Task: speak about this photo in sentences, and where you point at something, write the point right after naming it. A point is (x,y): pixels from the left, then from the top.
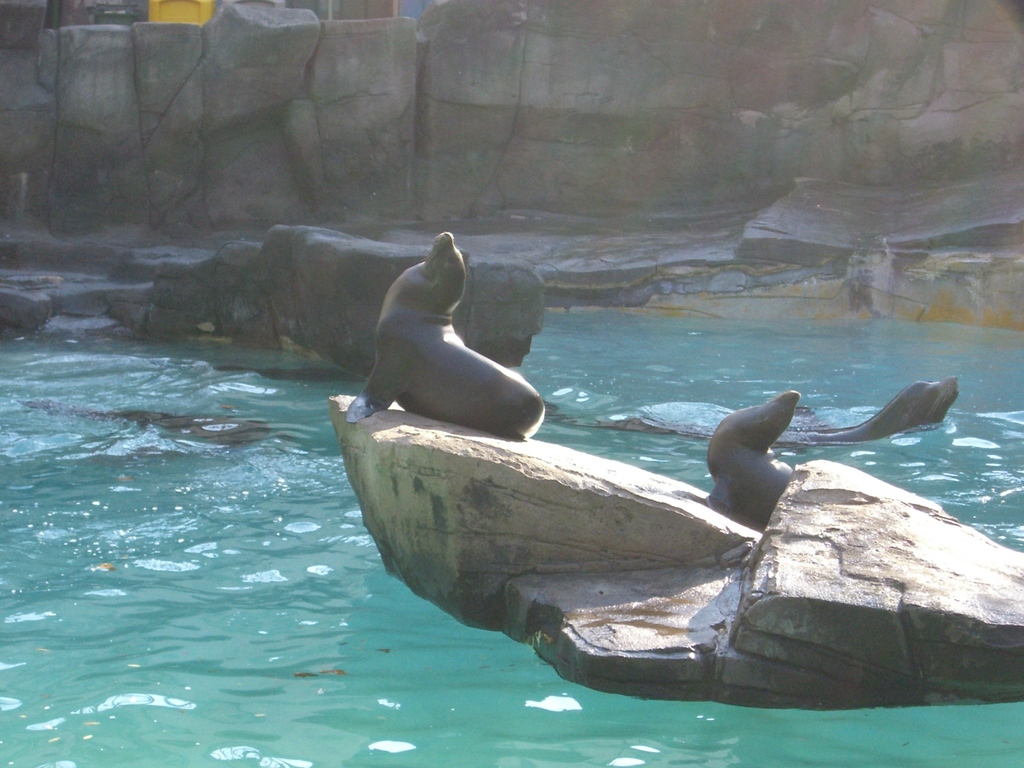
In this picture we can see sea lions (214,423) where two (392,324) are on a rock (785,502) and two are in water (822,355) and in the background (345,340) we can see rocks (550,124).
